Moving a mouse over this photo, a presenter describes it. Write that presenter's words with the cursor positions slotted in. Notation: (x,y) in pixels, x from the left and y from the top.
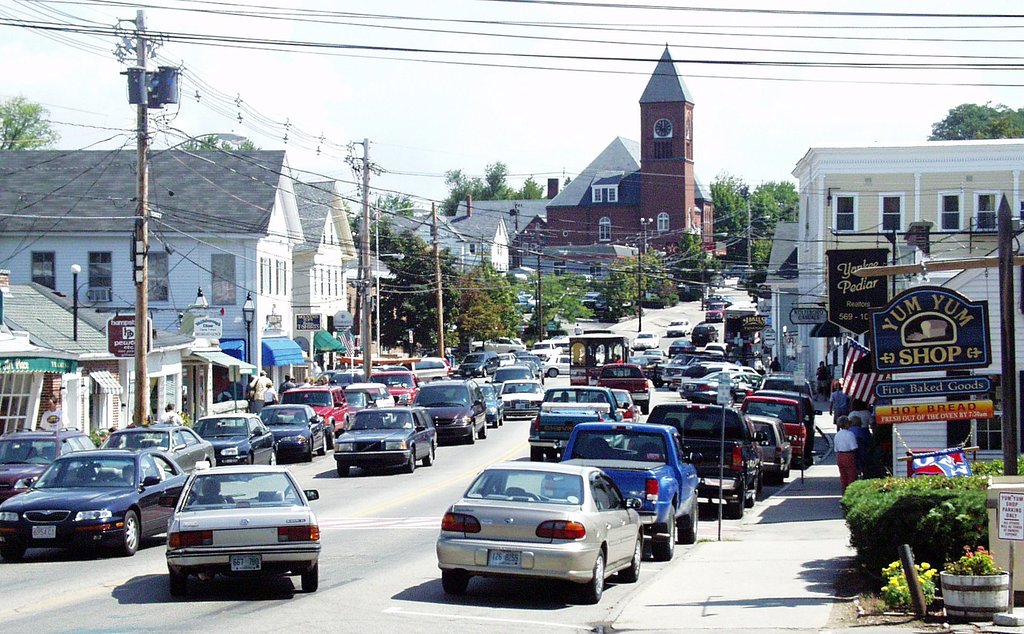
In this image there are vehicles (669,446) on the road (403,490). There are current poles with wires (914,84). There are street lights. There are plants (983,514). In the background of the image (47,313) there are trees (394,302), buildings (836,209) and sky (900,98). On the right side of the image (933,385) there are boards (894,327).
